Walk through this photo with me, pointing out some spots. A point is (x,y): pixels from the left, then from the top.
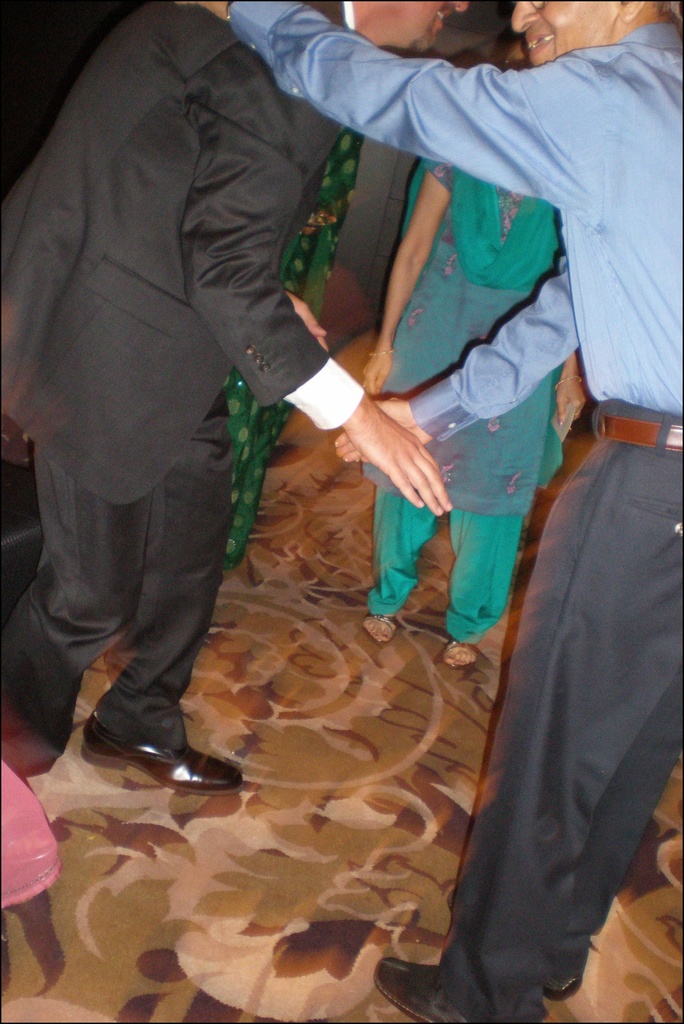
In the image we can see there are people (283,383) standing and there are two men (356,436) shaking hands (404,446).
